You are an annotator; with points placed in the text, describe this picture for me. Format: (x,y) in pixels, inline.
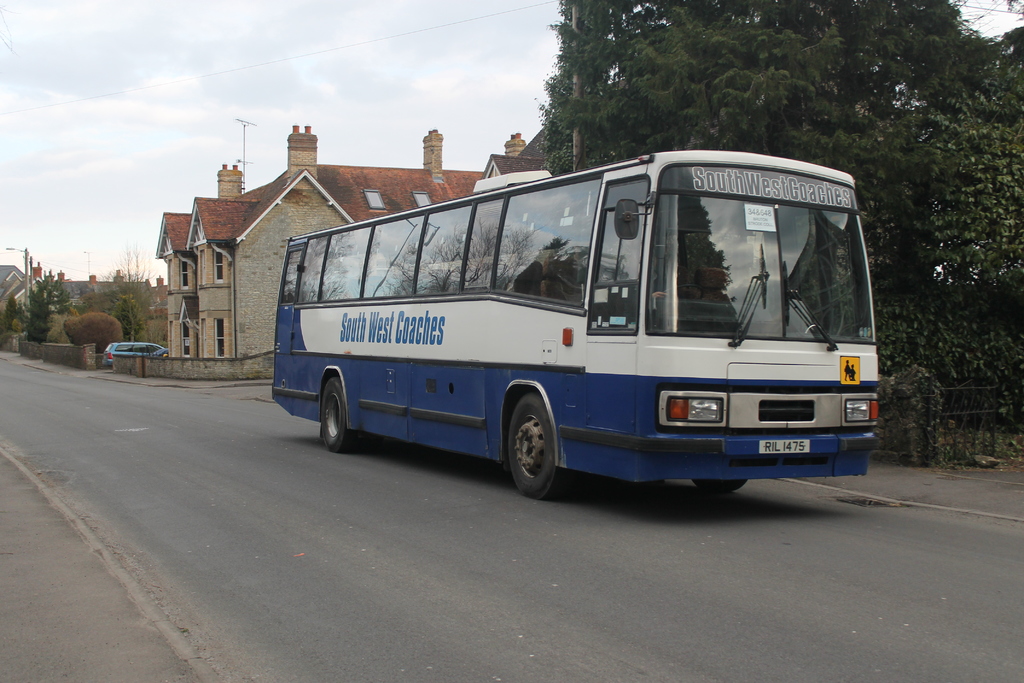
Bus (484,256) is on the road (387,534) with wheels (535,453). Sky (524,129) is cloudy. Beside this bus (361,329) there are trees (986,355) and houses (215,287) with windows (187,332). Far there is a blue car (117,349).
